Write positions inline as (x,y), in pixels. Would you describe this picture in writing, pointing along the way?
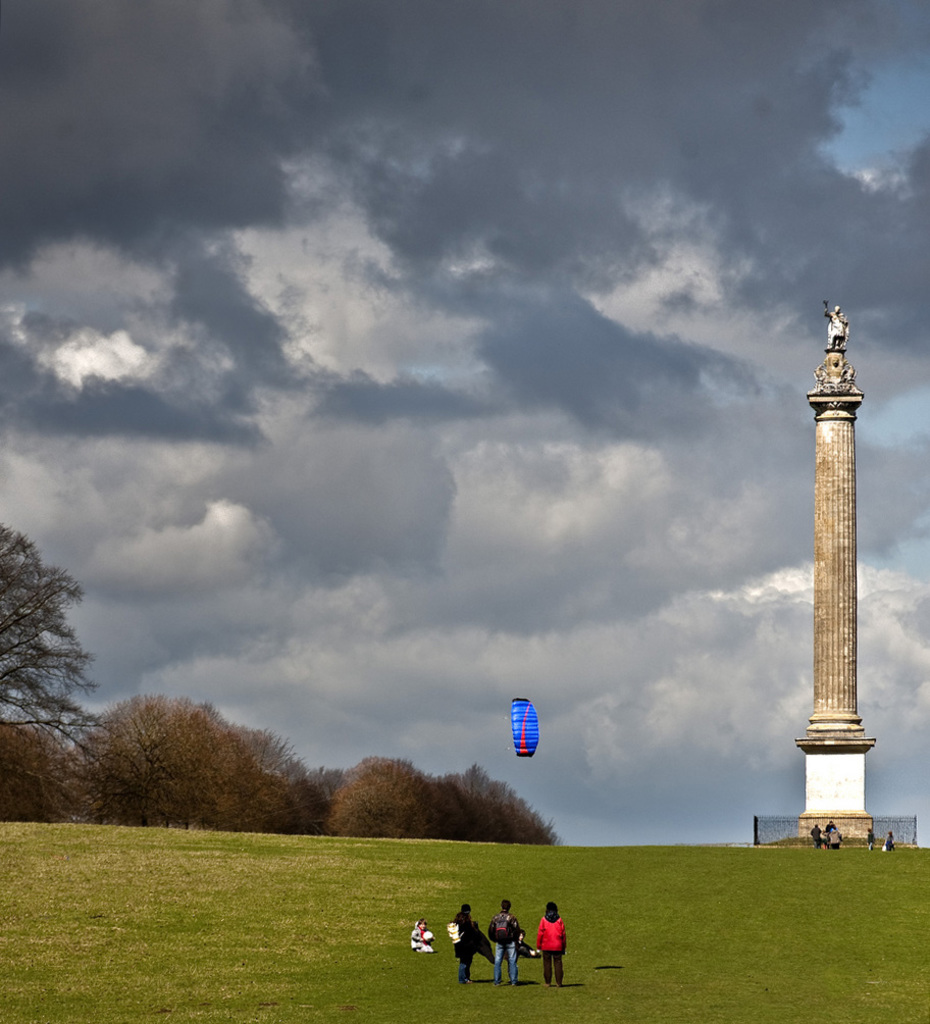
On the right side of the image (860,763) there is a tower (864,740) and we can see people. In the center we can see a kite (528,714) and there are trees (247,813). In the background (436,580) there is sky (472,242).
